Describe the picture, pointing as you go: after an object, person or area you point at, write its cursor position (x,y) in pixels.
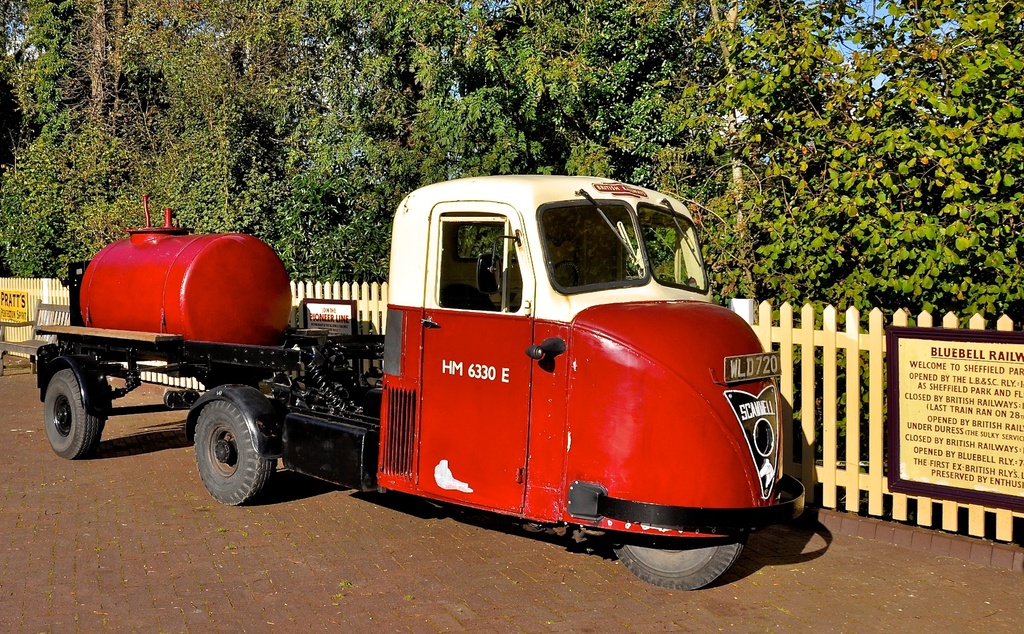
In this image I can see the vehicle (487,407) in white and red color. In the background (799,334) I can see the fencing (792,363), few boards (1002,376), trees (429,153) in green color and the sky (829,16) is in blue color.
